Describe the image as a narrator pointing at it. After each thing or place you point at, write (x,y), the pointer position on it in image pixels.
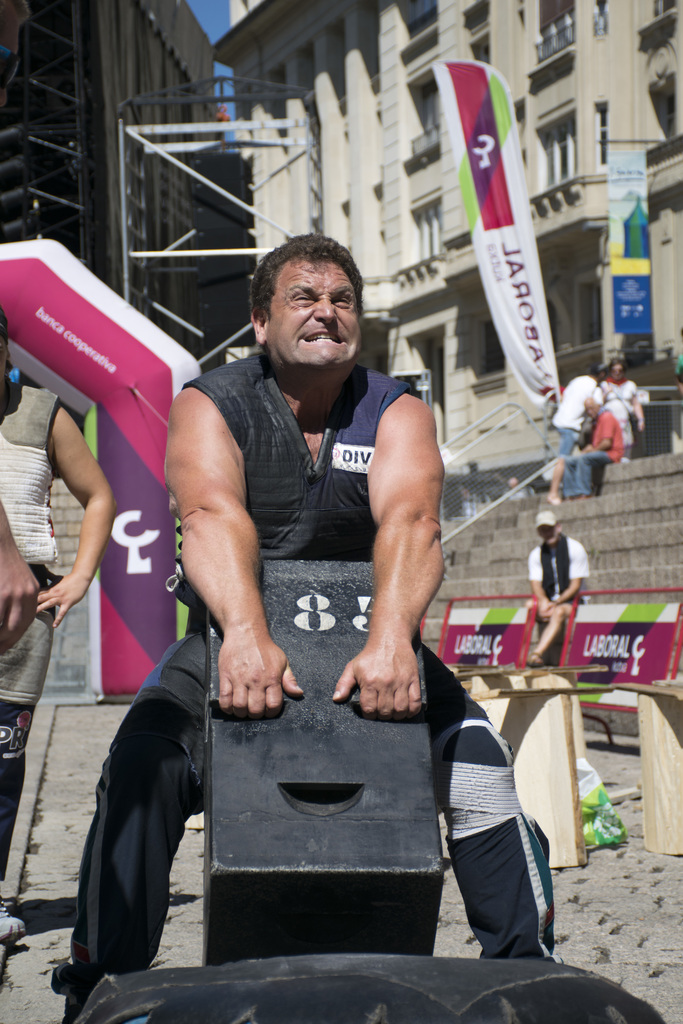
In the center of the image (343,420), we can see a person (275,539) holding an object (291,753) and in the background (543,458), there are people (565,549), banners (487,239), a tube (68,304) and some boards (490,646) and stands (533,677) and there are buildings (301,68) and rods (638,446) and we can see stairs (592,559).
